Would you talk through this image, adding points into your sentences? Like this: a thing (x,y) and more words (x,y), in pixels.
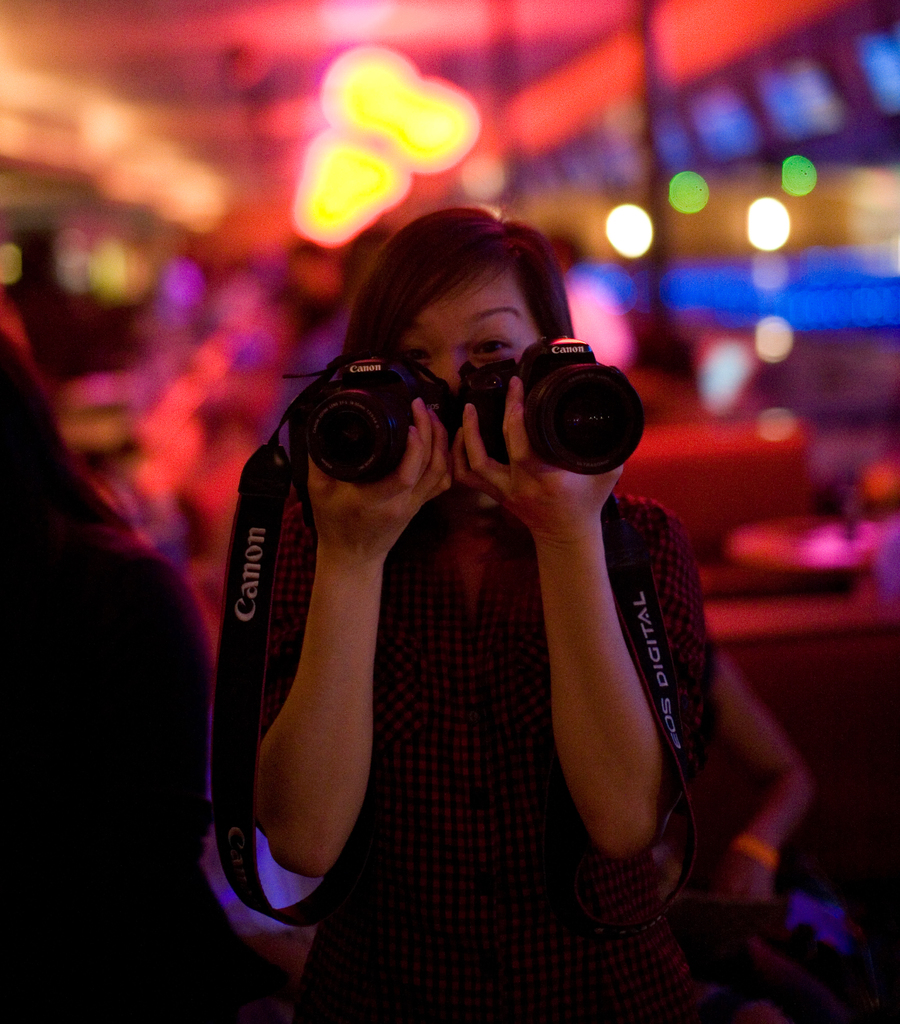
This picture shows a woman (371,491), holding two cameras (361,425) in her hands (403,479). In the background (352,221) there are some lights (328,169).
